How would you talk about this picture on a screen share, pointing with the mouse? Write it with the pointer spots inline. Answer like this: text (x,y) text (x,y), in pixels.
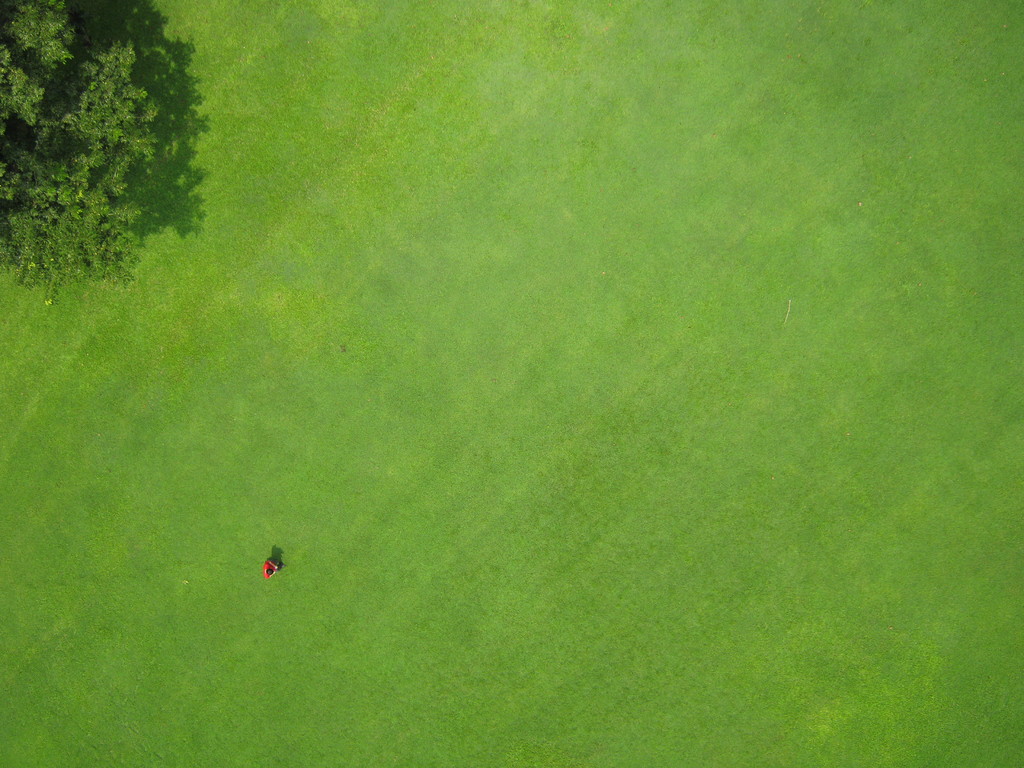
This is an aerial view of an image where I can see a person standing on the grassland (358,336) and here I can see the tree (121,119) on the left side of the image (87,173).
